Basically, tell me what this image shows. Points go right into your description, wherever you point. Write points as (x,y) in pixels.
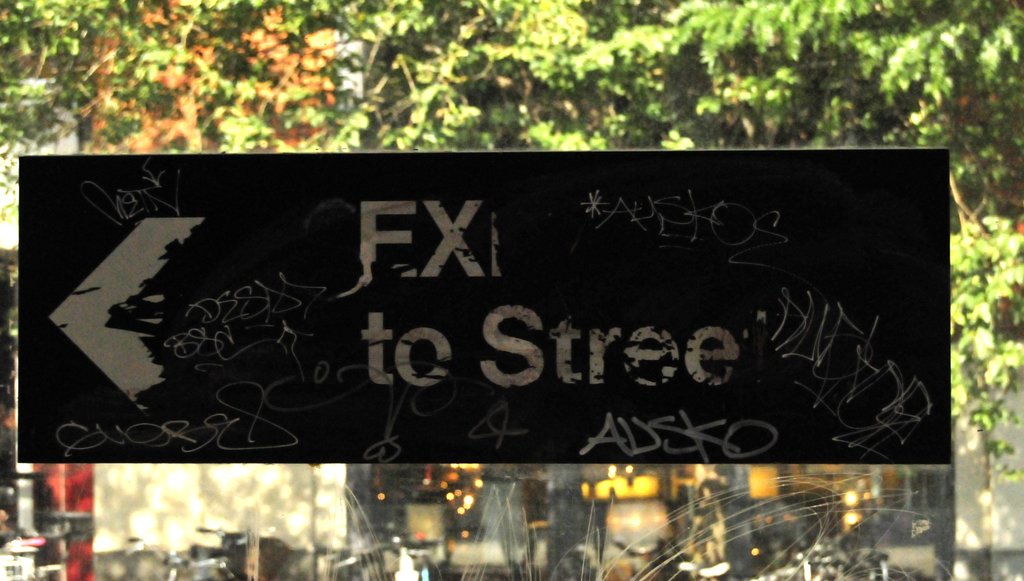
In this picture, we can see a blackboard (444,288) and on the board (453,315) it is written something. Behind the board (453,331) there are trees (661,57) and behind the tree (495,8), it looks like a building (350,512).
